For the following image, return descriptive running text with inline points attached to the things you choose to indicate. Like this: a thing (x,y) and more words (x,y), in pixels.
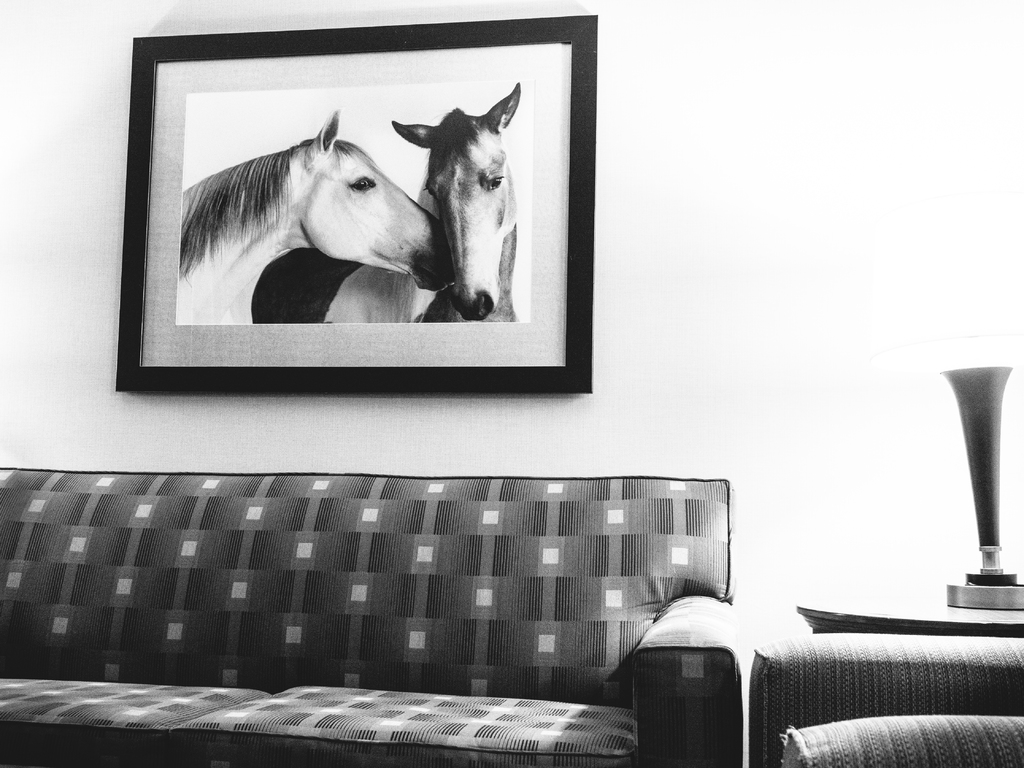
This is a black and white image where it consists of a sofa (690,590) and there is a lamp (981,577) on the right side (982,374). There is a photo frame (326,377) to that wall (100,270). In that photo frame (402,283) there is a picture (367,174) of two horses (435,225).
